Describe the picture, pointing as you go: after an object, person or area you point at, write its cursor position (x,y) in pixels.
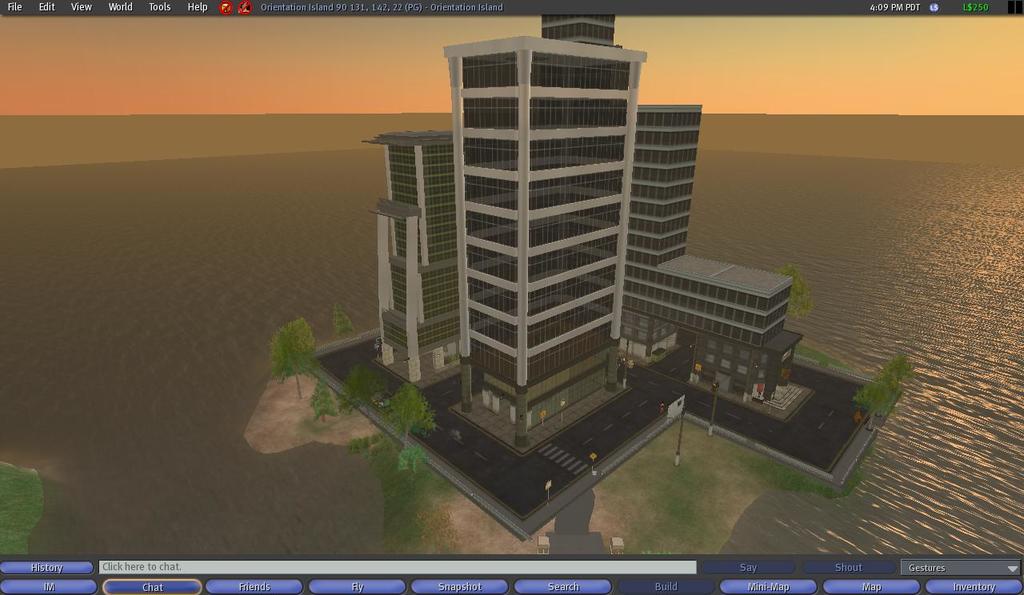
This is looking like a screen (366,359) and on the screen (202,578) there is an animated building (547,403) on the path (498,492) and behind the building (526,297) there is water (829,130) and a sky (976,18).
